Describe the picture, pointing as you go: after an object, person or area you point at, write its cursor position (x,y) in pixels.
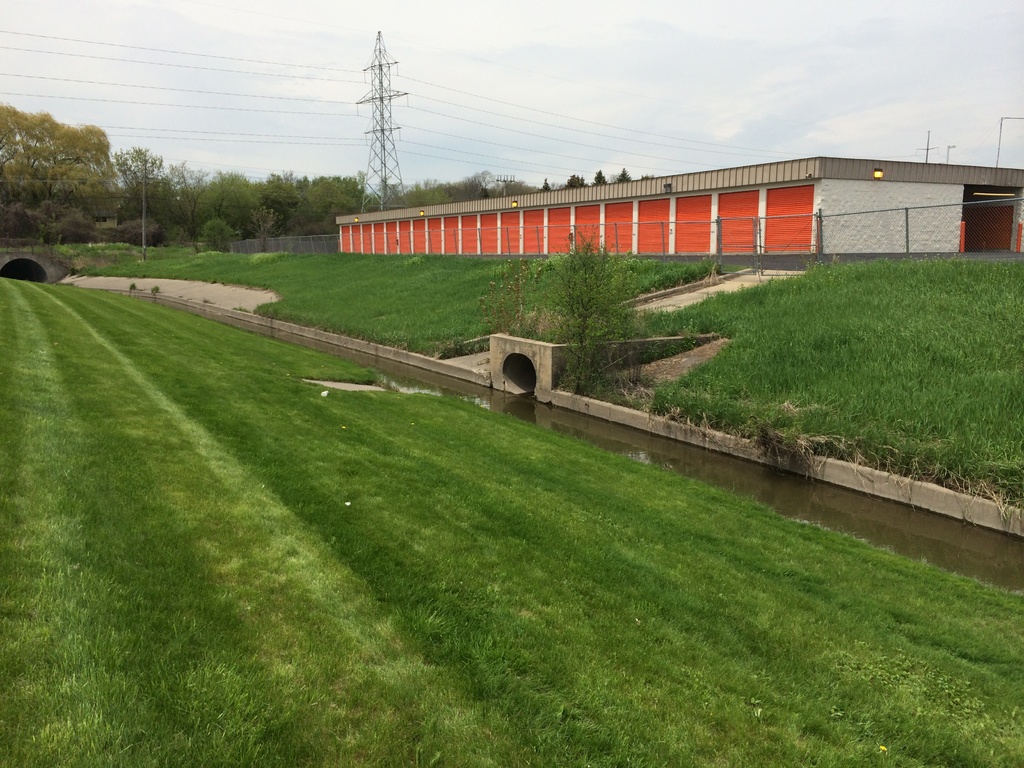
In this image at the bottom (349,525), there are plants (517,281), grass (559,483). In the middle (612,262) there are trees (474,186), house (688,210), fence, transmission poles (382,127), cables (178,128), bridge (34,254), sky (672,93) and clouds (542,78).
